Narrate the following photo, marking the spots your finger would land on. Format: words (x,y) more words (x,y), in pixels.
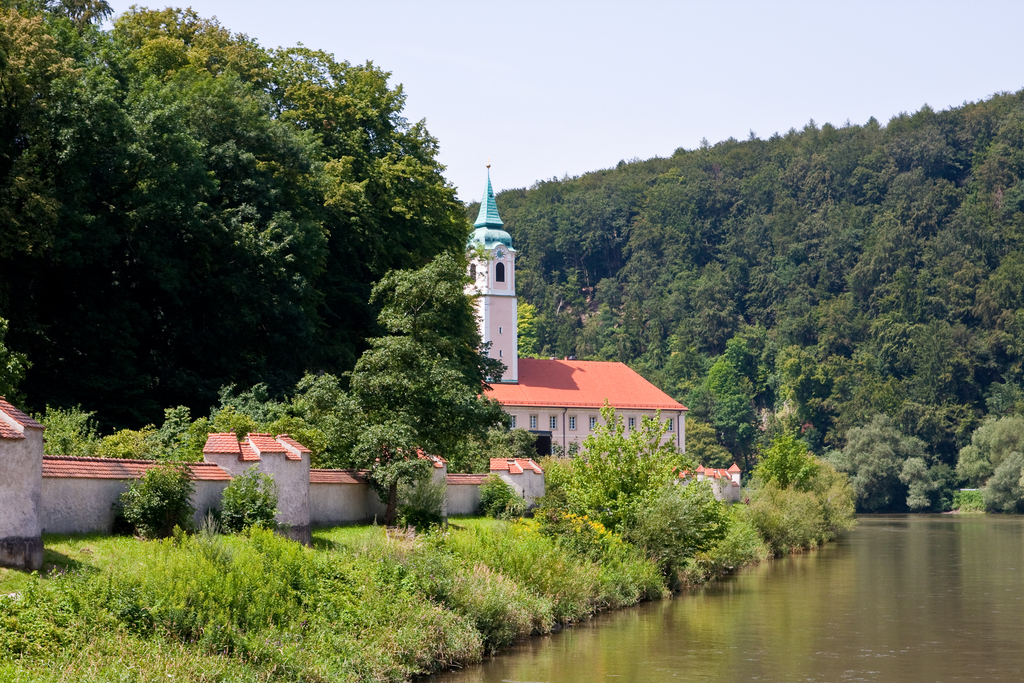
On the right side (806,636) there is water (804,648). Near to that there are plants (300,563). Also there is a wall (284,481). In the back (529,410) there is a building (537,391) with windows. Also there are trees (537,261) and sky (584,85) in the background (520,82).
